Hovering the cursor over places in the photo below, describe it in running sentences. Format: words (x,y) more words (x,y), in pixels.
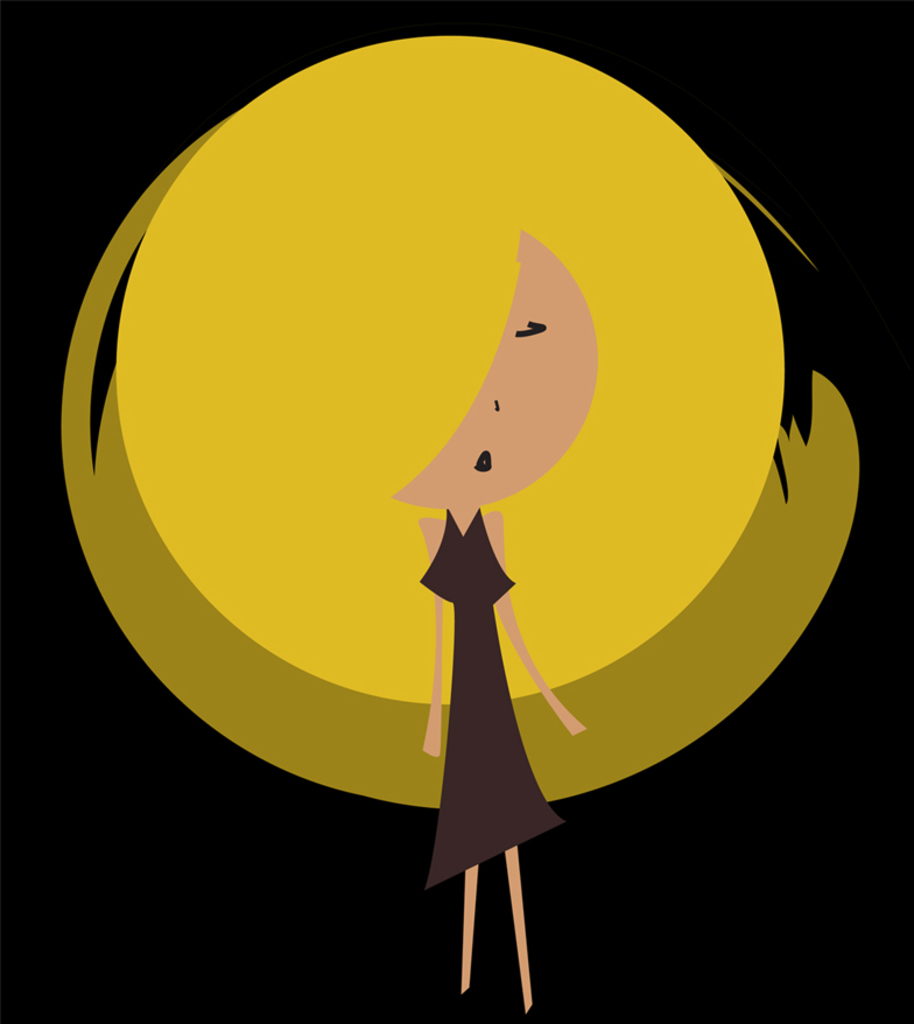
In this image there is an animated picture. In the center (489,525) there is a girl (504,601). Behind her there are yellow circles (310,309). The background (112,48) is dark.
